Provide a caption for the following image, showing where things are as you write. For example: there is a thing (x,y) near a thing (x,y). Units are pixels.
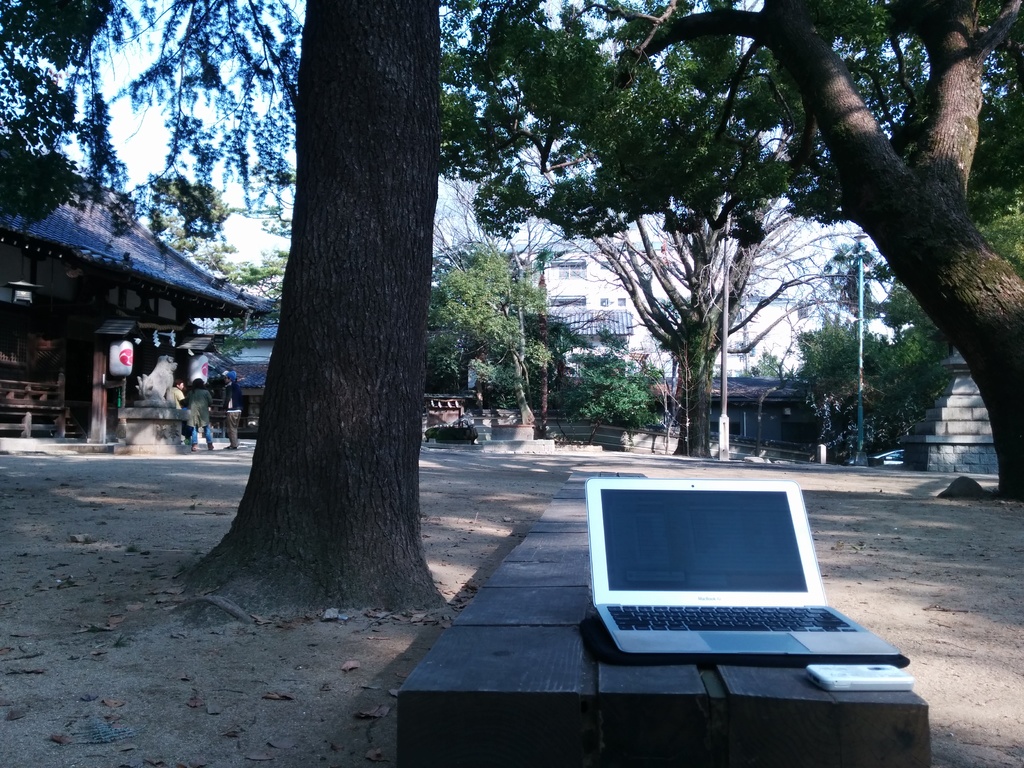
In this image I can see a laptop (674,646). Background (1009,396) I can see few trees (365,152) in green color, few persons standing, and sky (114,123) in white color.
